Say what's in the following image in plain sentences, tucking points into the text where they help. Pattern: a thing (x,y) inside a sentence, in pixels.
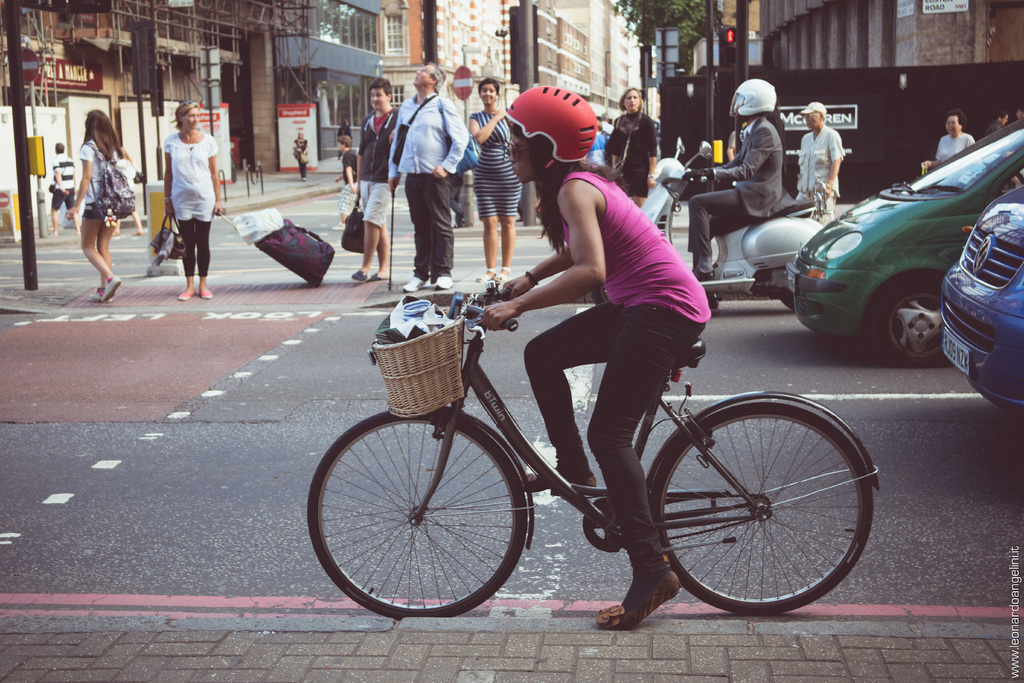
The image is taken on the street (463,234), there are some people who are walking on the path (215,275) a girl (582,268) is riding a cycle (691,427), beside her there is a footpath (445,647), in the background (793,301) there are some other vehicles (877,294).
